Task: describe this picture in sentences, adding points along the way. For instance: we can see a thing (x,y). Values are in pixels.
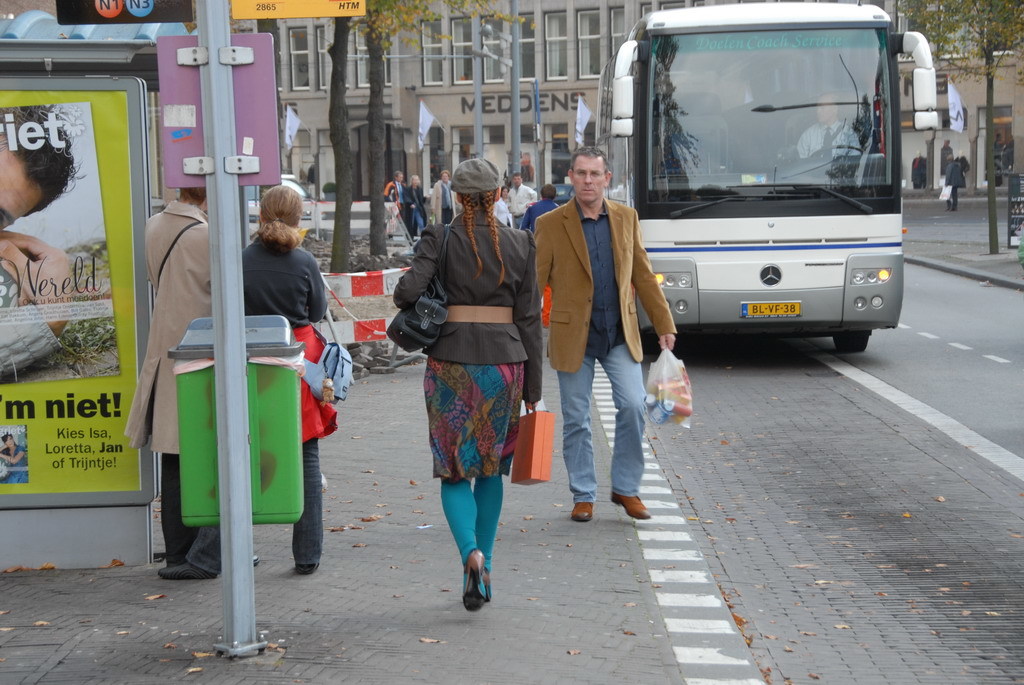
In this picture we can see some men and women (485,395) walking on the pedestrian path (494,602). Beside there is a silver bus (786,232) moving on the road (748,472). Behind there is a brown building (467,67) with glass windows (586,47). On the left corner (39,194) we can see a white and green banner board (34,311).
